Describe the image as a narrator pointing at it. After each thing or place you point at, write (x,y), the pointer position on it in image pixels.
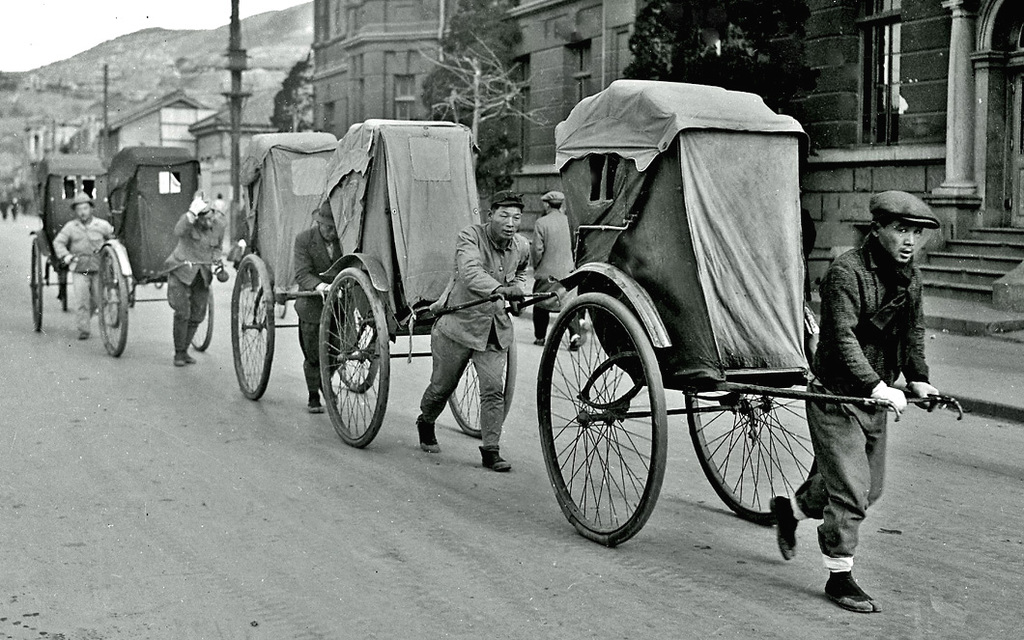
In this picture I can see a number of people (322,289) pulling rickshaws (334,284). I can see trees (480,78). I can see the buildings (528,72). I can see the road (17,622).
